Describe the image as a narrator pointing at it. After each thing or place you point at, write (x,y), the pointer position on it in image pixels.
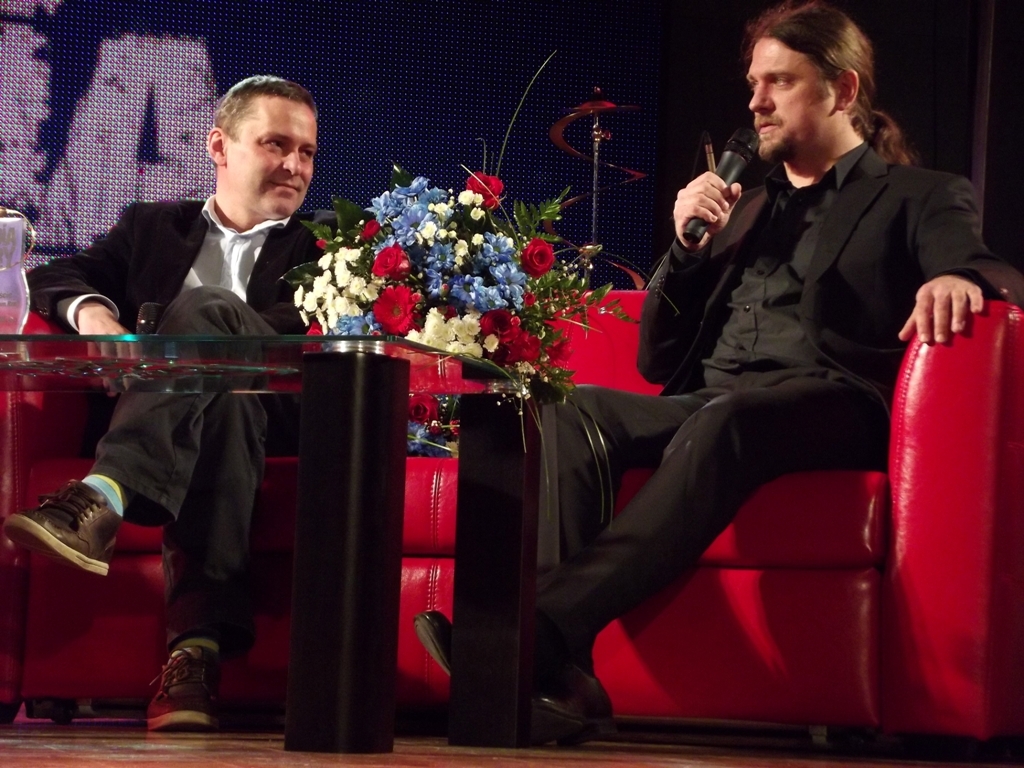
The person (839,260) wearing black suit (827,307) is sitting in a red sofa (912,401) and holding a mic (732,161) in his hand (703,218) and there is another person (260,303) sitting beside him and there is a table (170,351) in front of them which has a flower bouquet (421,277) and some other objects (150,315) on it.
